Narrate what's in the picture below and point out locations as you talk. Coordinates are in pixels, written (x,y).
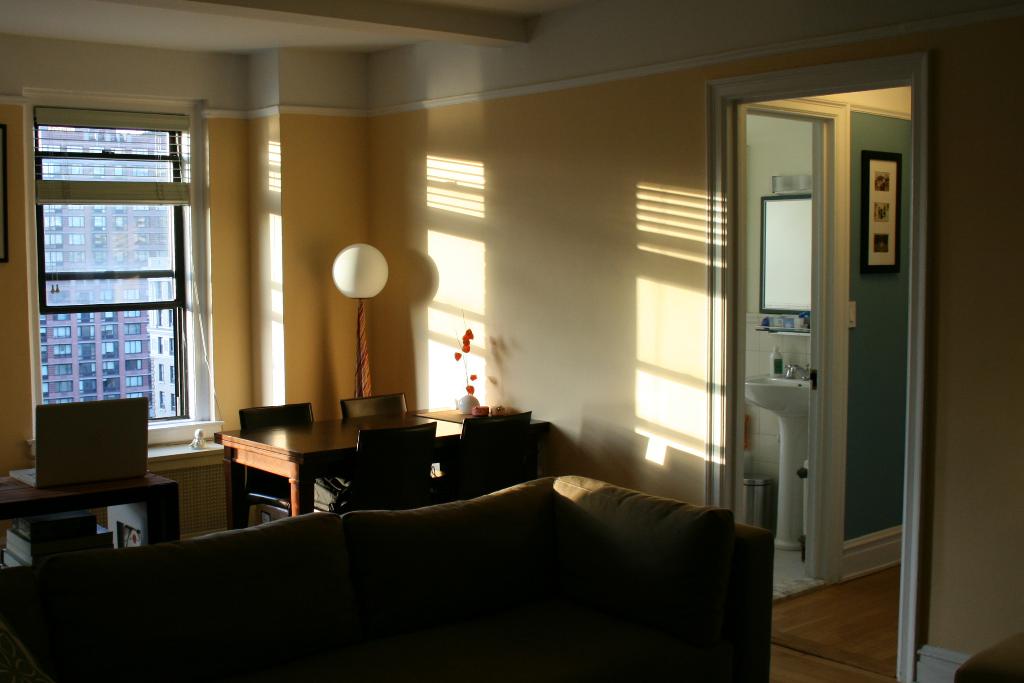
In this image I can see a couch (246,605), table (316,436) and the chairs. On the table (98,502) there is a laptop (124,431). In the background (166,230) there is a window (87,269). To the right (764,385) there is a sink (793,403) and the frame (890,220) to the wall (892,353).
